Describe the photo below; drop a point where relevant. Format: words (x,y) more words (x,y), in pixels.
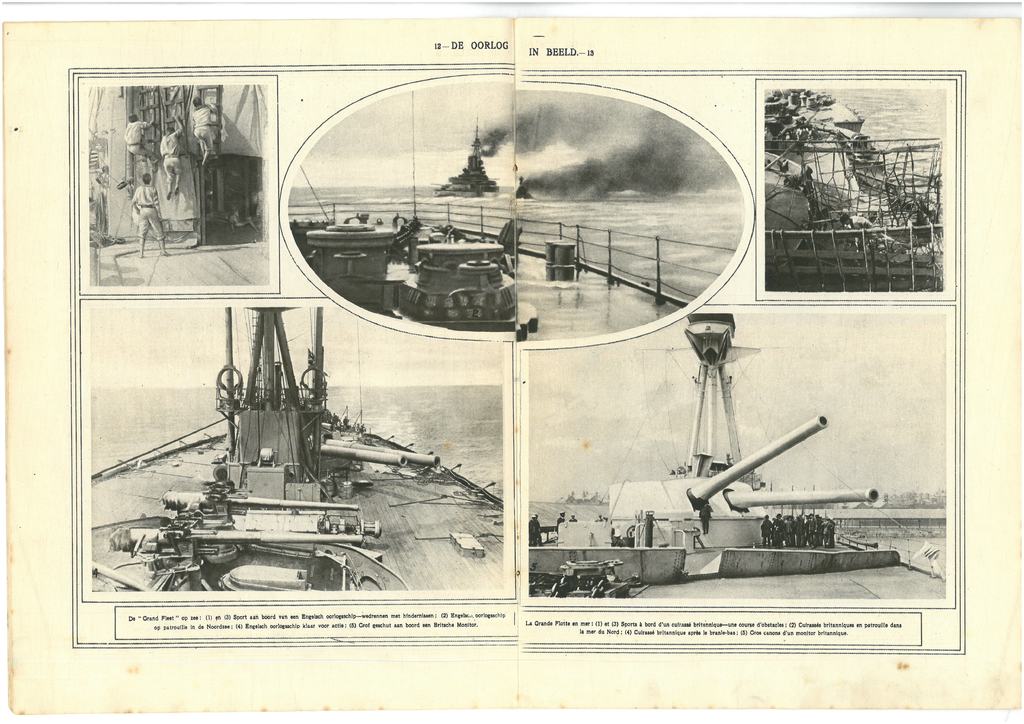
This is a paper (571,385). Here we can see ships (609,246), water (412,389), people (793,540), ladders (208,99), and a weapon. There is text (463,618) written on it.
